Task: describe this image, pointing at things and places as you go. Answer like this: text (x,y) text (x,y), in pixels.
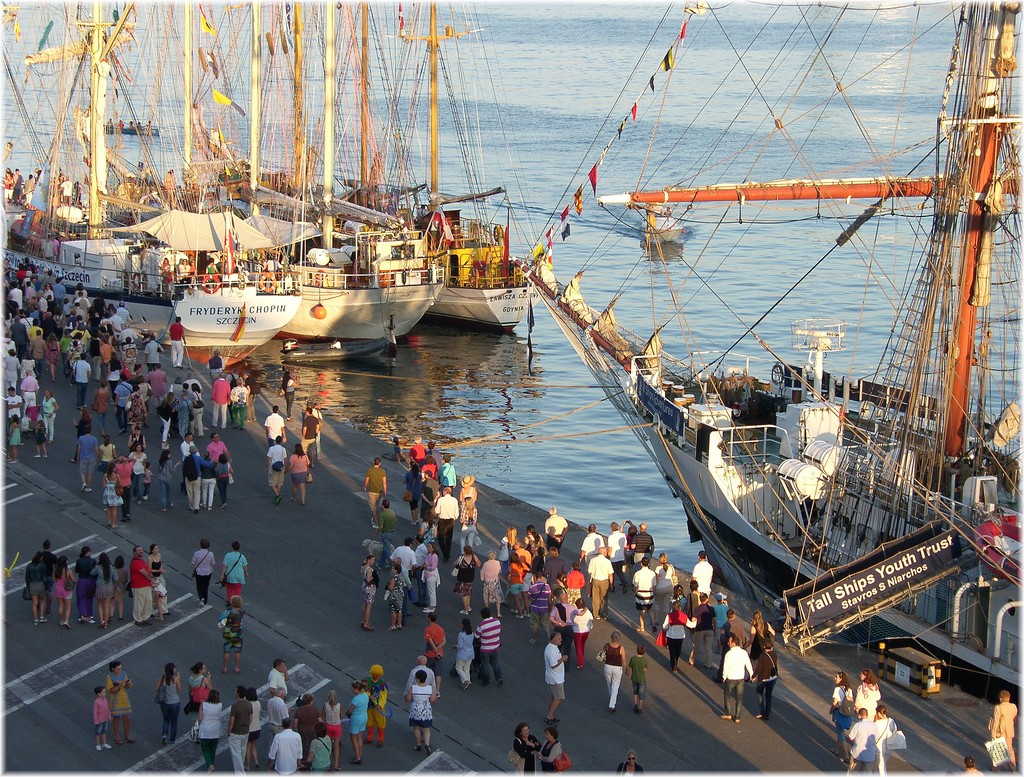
In this image there is water (610,93) truncated towards the top of the image (38,73), there are ships (255,138) truncated towards the top of the image (201,145), there is a ship (948,232) truncated towards the right of the image (857,599), there is a board (894,577), there is text (859,582) on the board (869,588), there are group of persons (99,368) on the road (129,632), there are persons (534,754) truncated towards the bottom of the image (550,768), there are persons (26,345) truncated towards the left of the image (31,323), there are persons (1011,746) holding an object (1000,756), there are persons (80,191) in the ship (217,234).
